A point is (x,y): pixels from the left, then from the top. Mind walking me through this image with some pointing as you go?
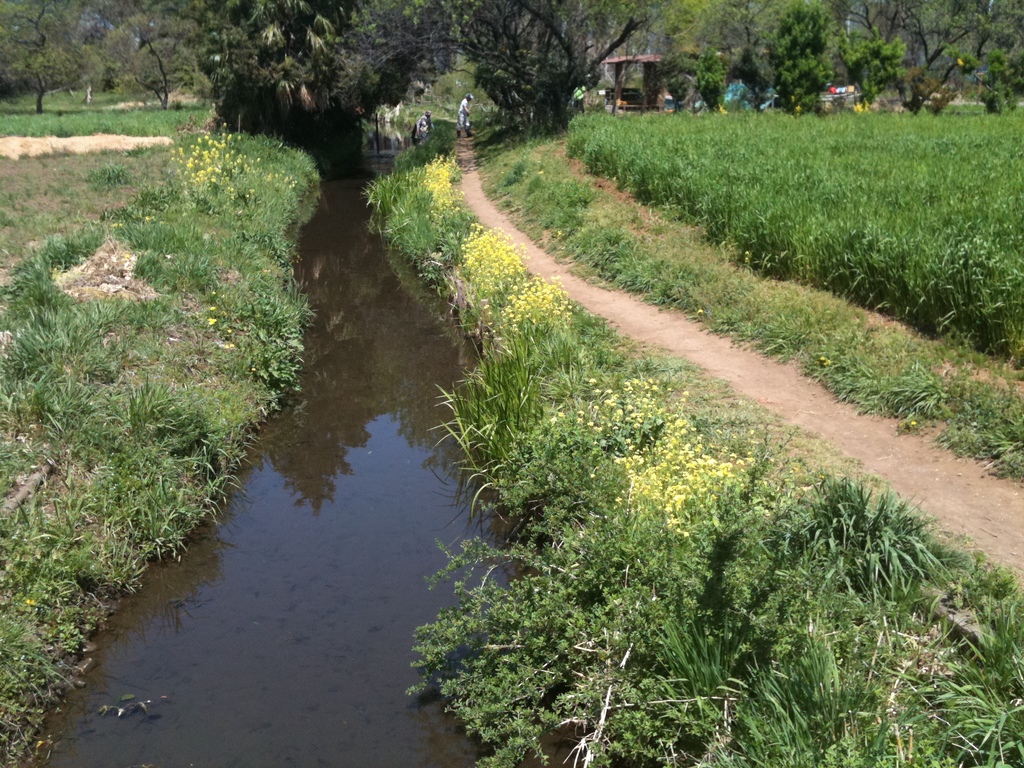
In this picture we can some water (410,318) and a walkway (612,314). On the right side of the image (802,175) there are some plants (808,160). At the top of the image (684,64) there are trees (477,73). On the water (323,466) we can see the reflection (309,579) of the sky (287,666).
